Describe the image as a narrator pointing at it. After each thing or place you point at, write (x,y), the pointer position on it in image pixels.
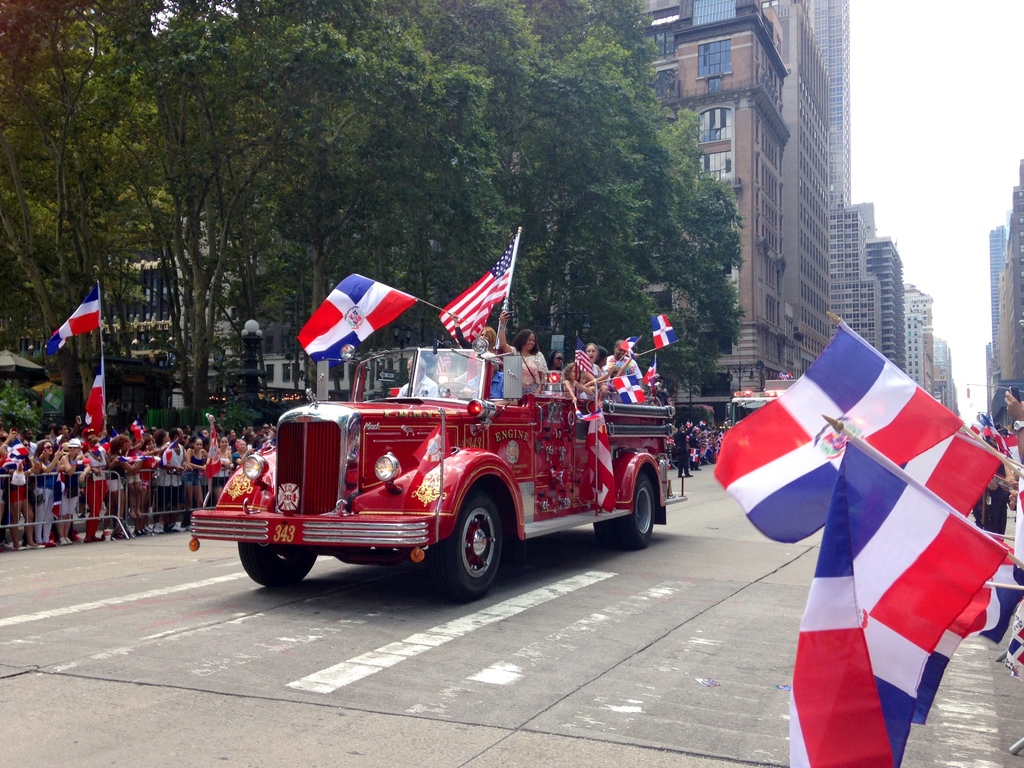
In this image, we can see persons (433,388) holding flags (858,453). There is a vehicle (451,474) on the road (526,544). There are trees (533,184) and buildings (772,265) in the middle of the image (615,260). There is a sky (877,163) in the top right of the image (914,125).
